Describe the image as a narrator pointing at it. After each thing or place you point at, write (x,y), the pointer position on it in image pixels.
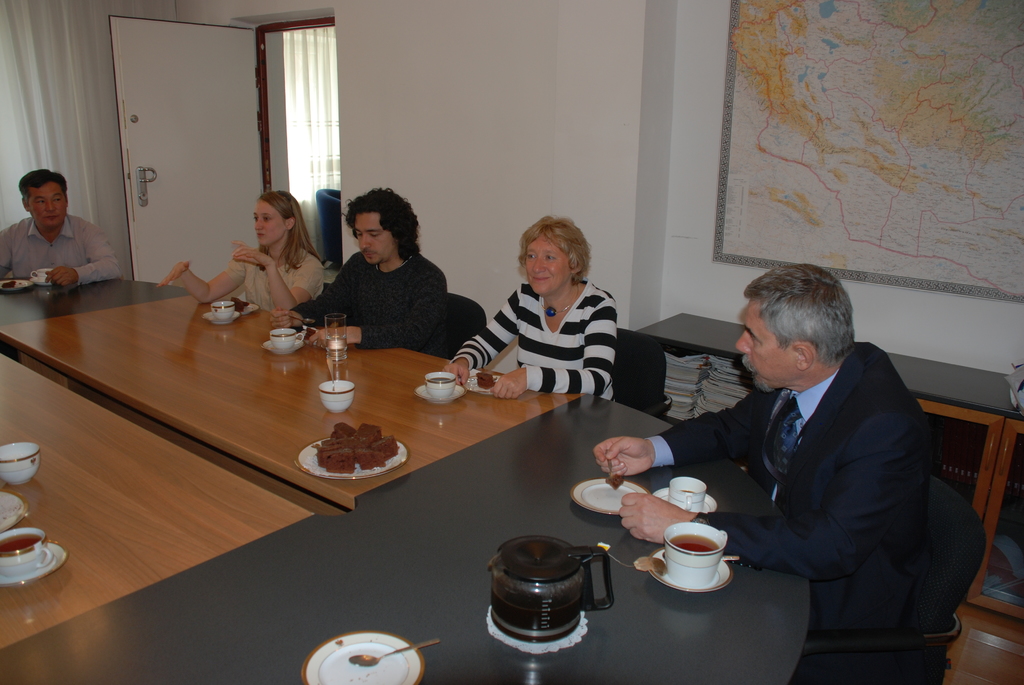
In the image we can see there are people (777,350) who are sitting on chair (967,580) and on the table (599,538) there are cup (674,573) and saucer (693,588) and in plate (315,449) there is a cake (354,444).
